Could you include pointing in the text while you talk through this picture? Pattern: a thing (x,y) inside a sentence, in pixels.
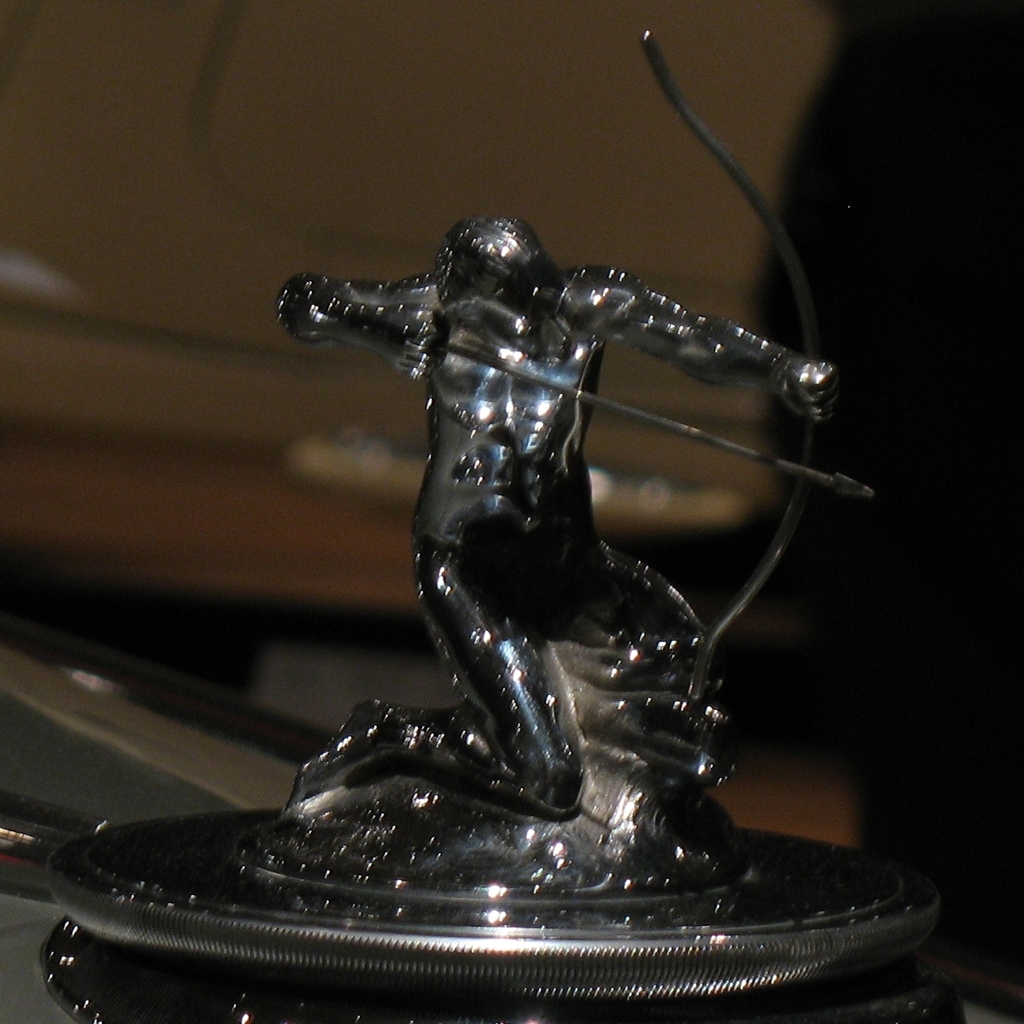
In the image we can see a sculpture (492,528) of a person (511,542) holding bow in one hand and on the other hand (404,348), there is an arrow (603,403), and the background (710,537) is blurred.
